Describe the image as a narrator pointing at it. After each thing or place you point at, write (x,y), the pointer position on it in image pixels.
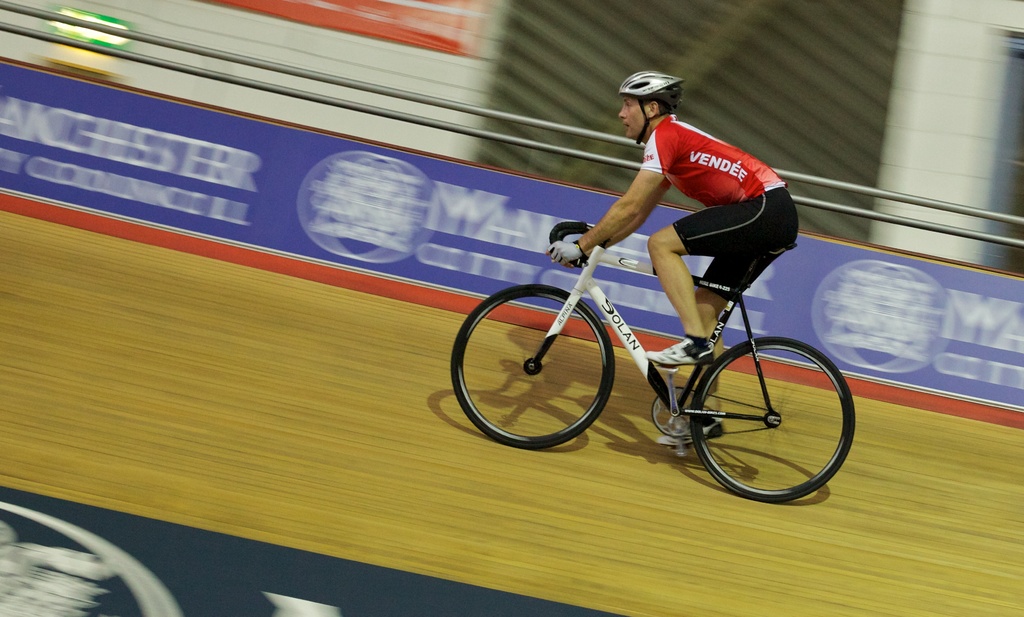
This image consists of a man (701,360) riding bicycle (702,413). At the bottom (240,445), there is ground (121,306). In the background (100,214), there are banners (468,227) along with a railing (220,76).
